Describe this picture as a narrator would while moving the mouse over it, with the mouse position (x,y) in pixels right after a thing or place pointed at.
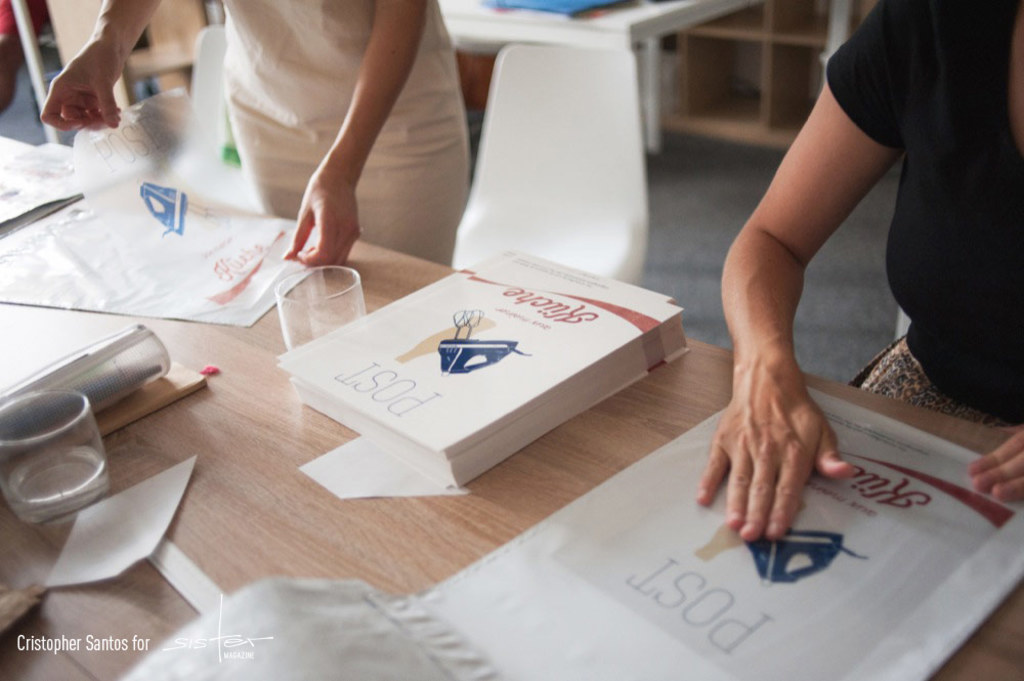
In the image there are some books (505,379), glass (309,320) and sheets (111,234) on a wooden table (349,534). In front of them there is woman (956,207) stand beside her a woman (376,112) stood. It seems to be drawing room (578,111) and the floor (715,211) has grey carpet (703,165). On background (727,46) there are racks (741,43).
